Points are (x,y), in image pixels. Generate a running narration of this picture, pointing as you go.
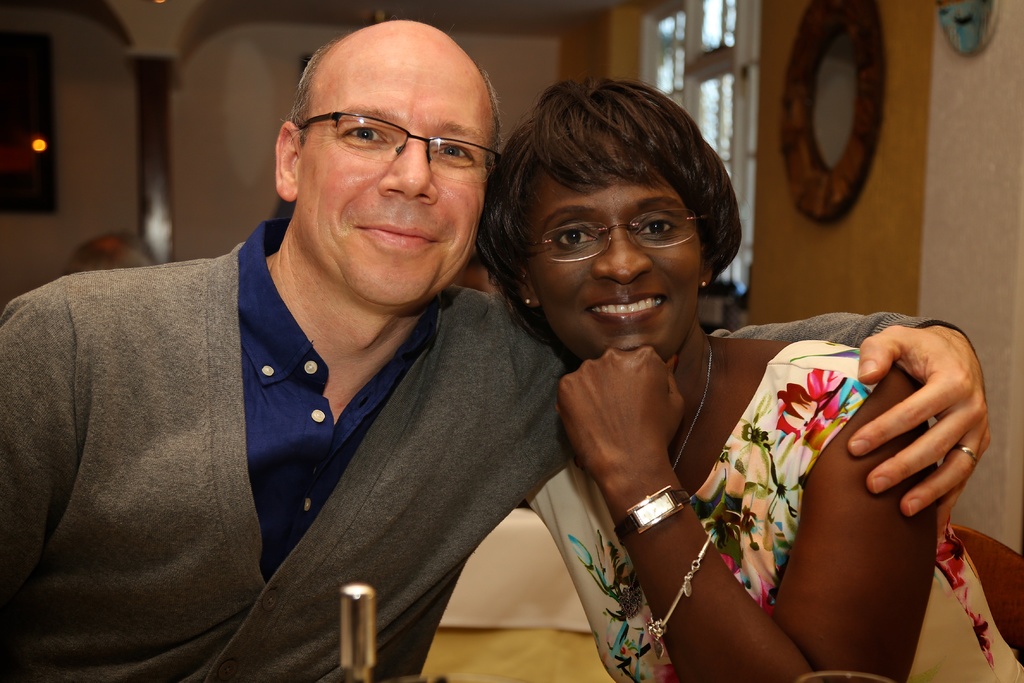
In this picture we can see a man (325,274) and woman (589,273), they are sitting and they both are smiling, beside them we can find frames (834,178) on the wall (884,255) and we can see blurry background (849,238).
